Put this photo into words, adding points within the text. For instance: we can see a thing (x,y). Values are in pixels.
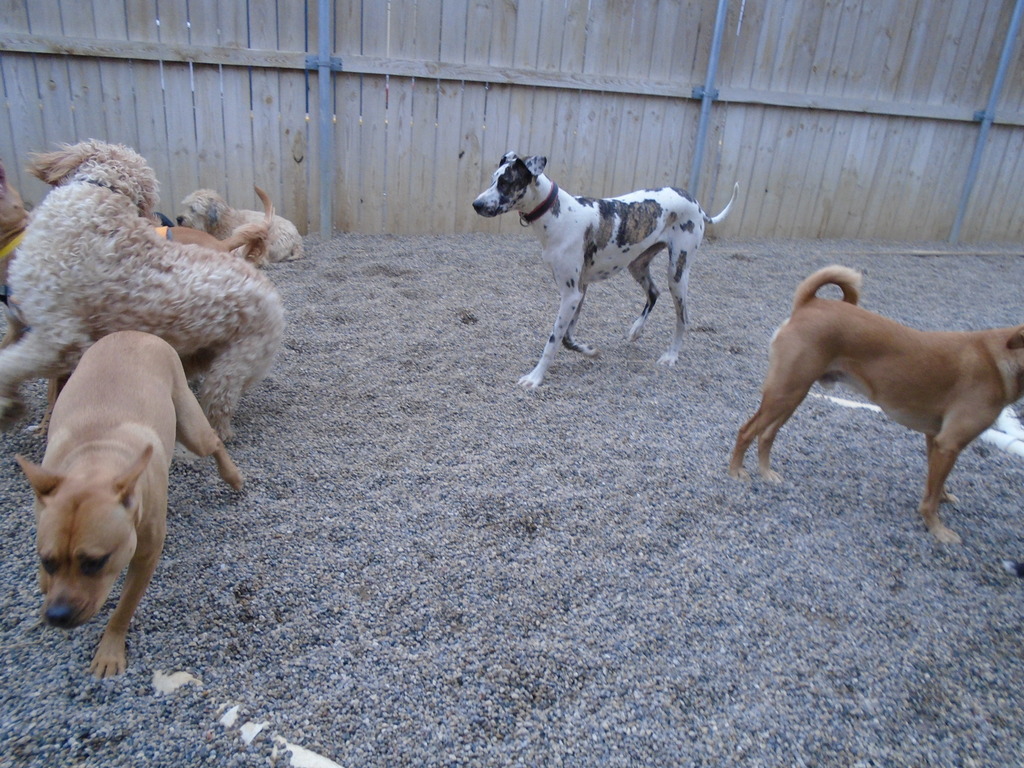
In this picture, we can see a few dogs (597,250) on the ground (615,412) and we can see a wooden wall (632,49) with some poles (712,75).
